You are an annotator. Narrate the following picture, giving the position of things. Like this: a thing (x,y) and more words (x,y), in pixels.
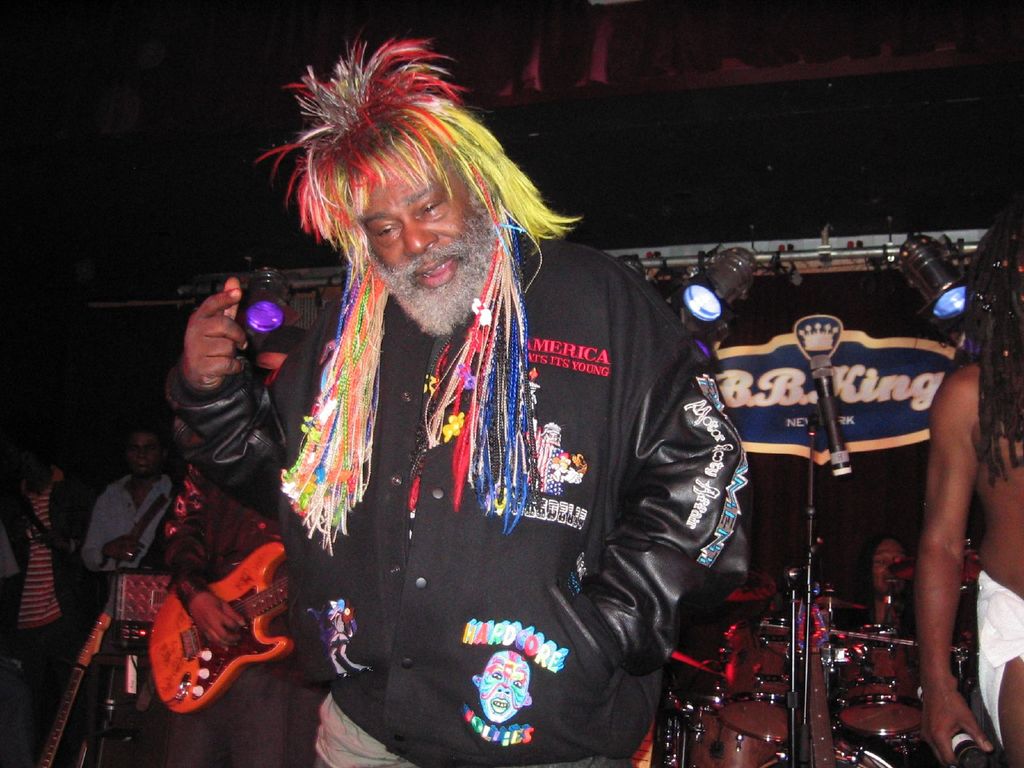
In this image a person (394,450) is standing wearing a black jacket (571,670). Behind him person (246,537) is playing guitar (235,641), drums (785,672). One person (1003,681) is standing here. There are lights (688,319), few other people (146,499) in the background (62,494).
